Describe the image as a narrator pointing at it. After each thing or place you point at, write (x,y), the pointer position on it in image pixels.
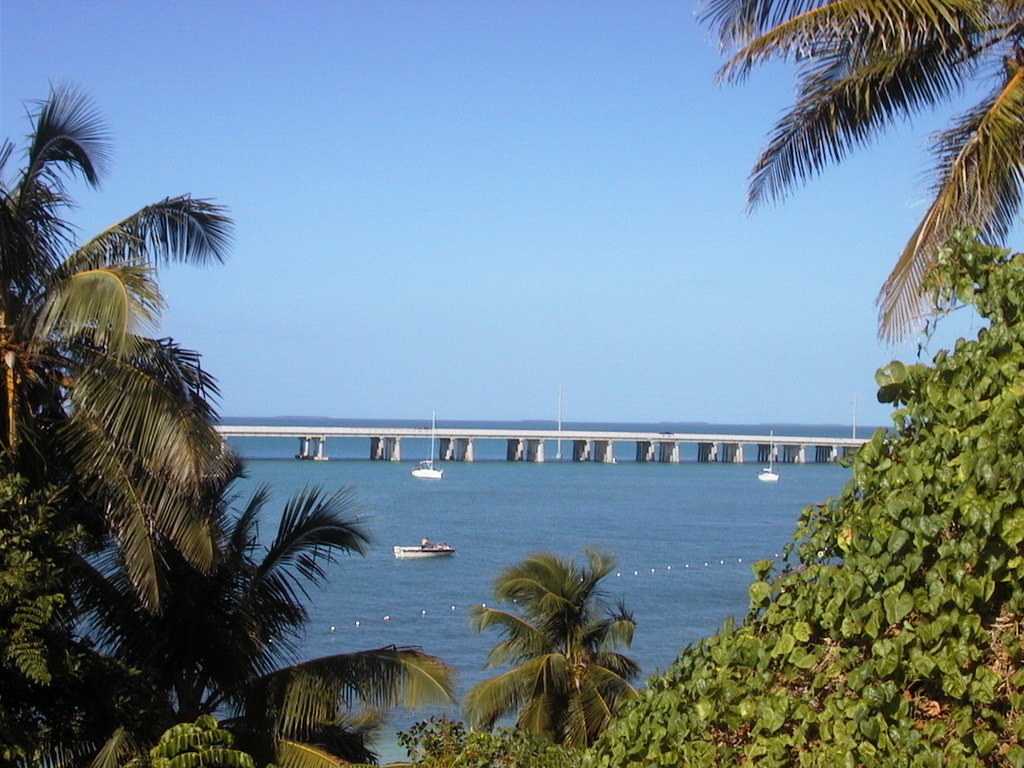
There are trees (604,631) at the bottom of this image (333,665). We can see boats (418,555) and a bridge (442,460) on the surface of water (406,487) and the sky (472,223) is in the background (466,223).
